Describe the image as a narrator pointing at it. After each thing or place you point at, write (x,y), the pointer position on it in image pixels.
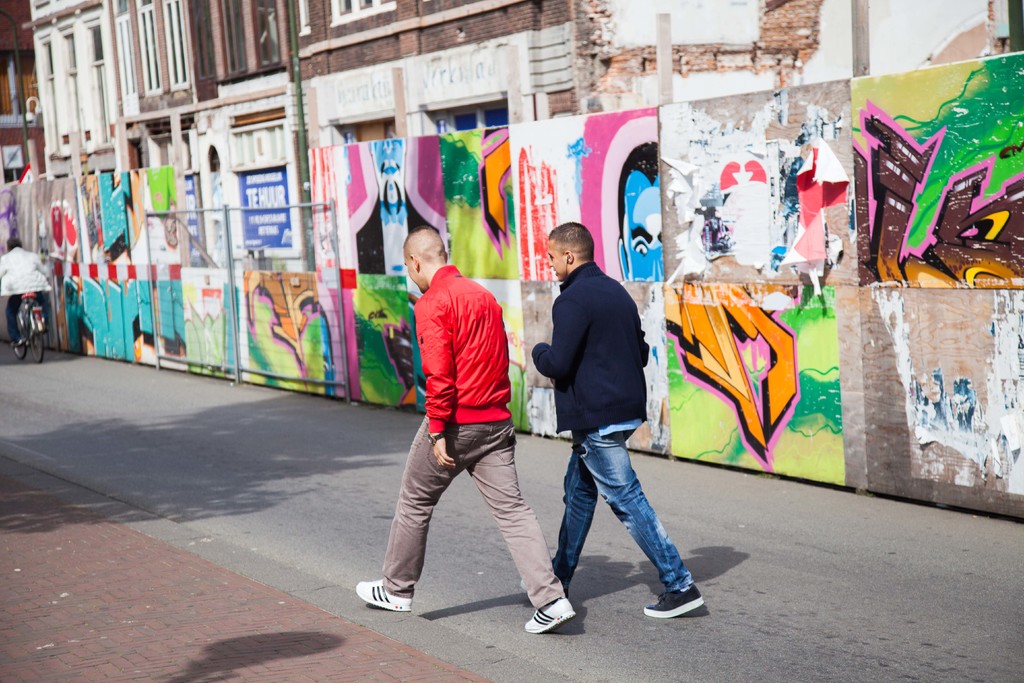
In this image I can see two people (450,478) walking on the road (235,471). On the left side (26,265) I can see a person (23,278) sitting on the bicycle (39,334). In the background (484,208), I can see a wall (477,170) and a building (319,75).
